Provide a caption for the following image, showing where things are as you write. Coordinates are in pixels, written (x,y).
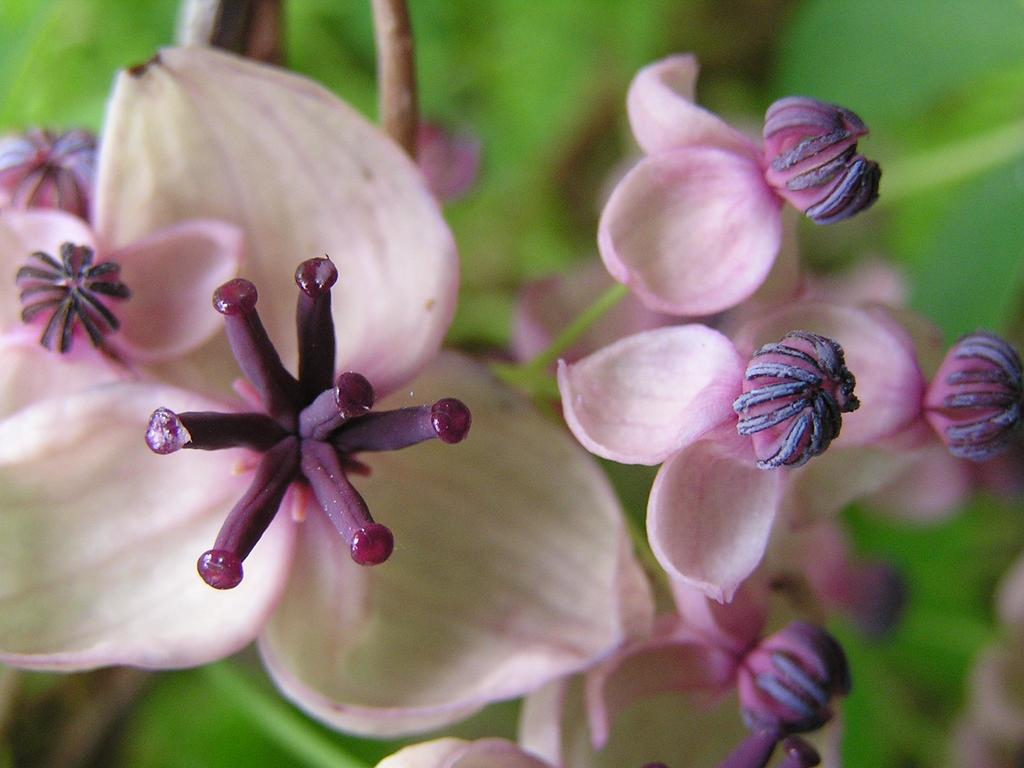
In this picture I can see there are flowers (456,566) with pink color petals (447,452) and buds (838,406) and in the backdrop (526,135) there are leafs (390,752).
